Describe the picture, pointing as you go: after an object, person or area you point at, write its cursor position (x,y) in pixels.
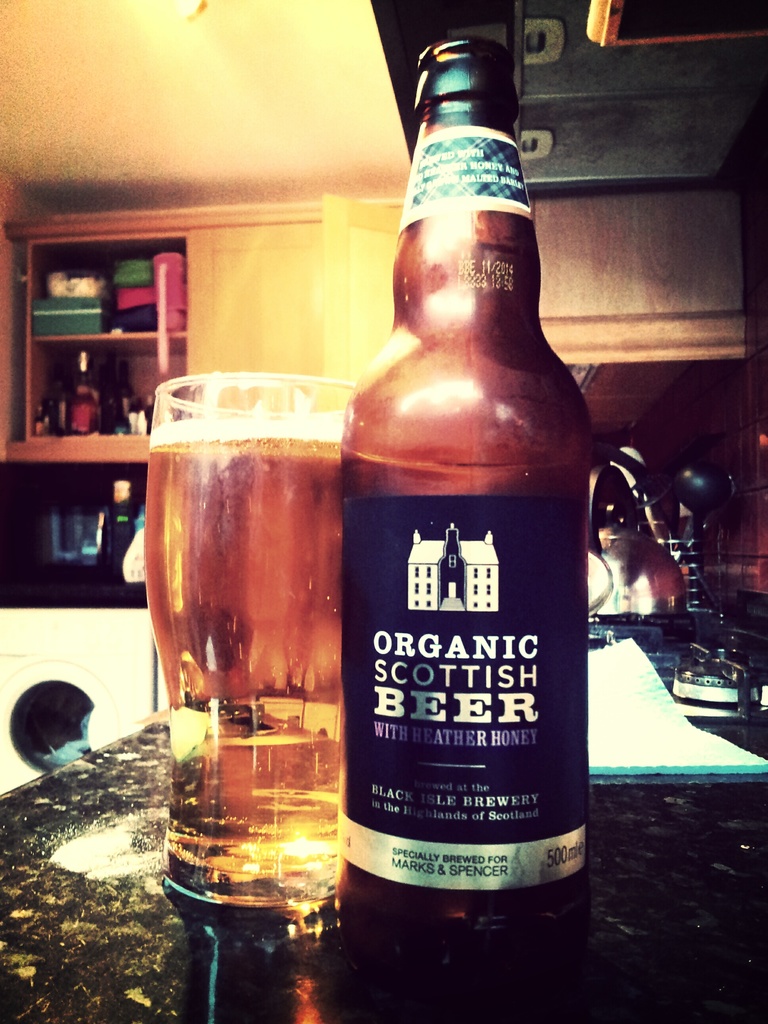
A beer bottle (446,95) with a glass (244,851) filled are on a table counter (165,930). There are washing machine (99,737) and cupboards (200,355) in the background (349,305).
